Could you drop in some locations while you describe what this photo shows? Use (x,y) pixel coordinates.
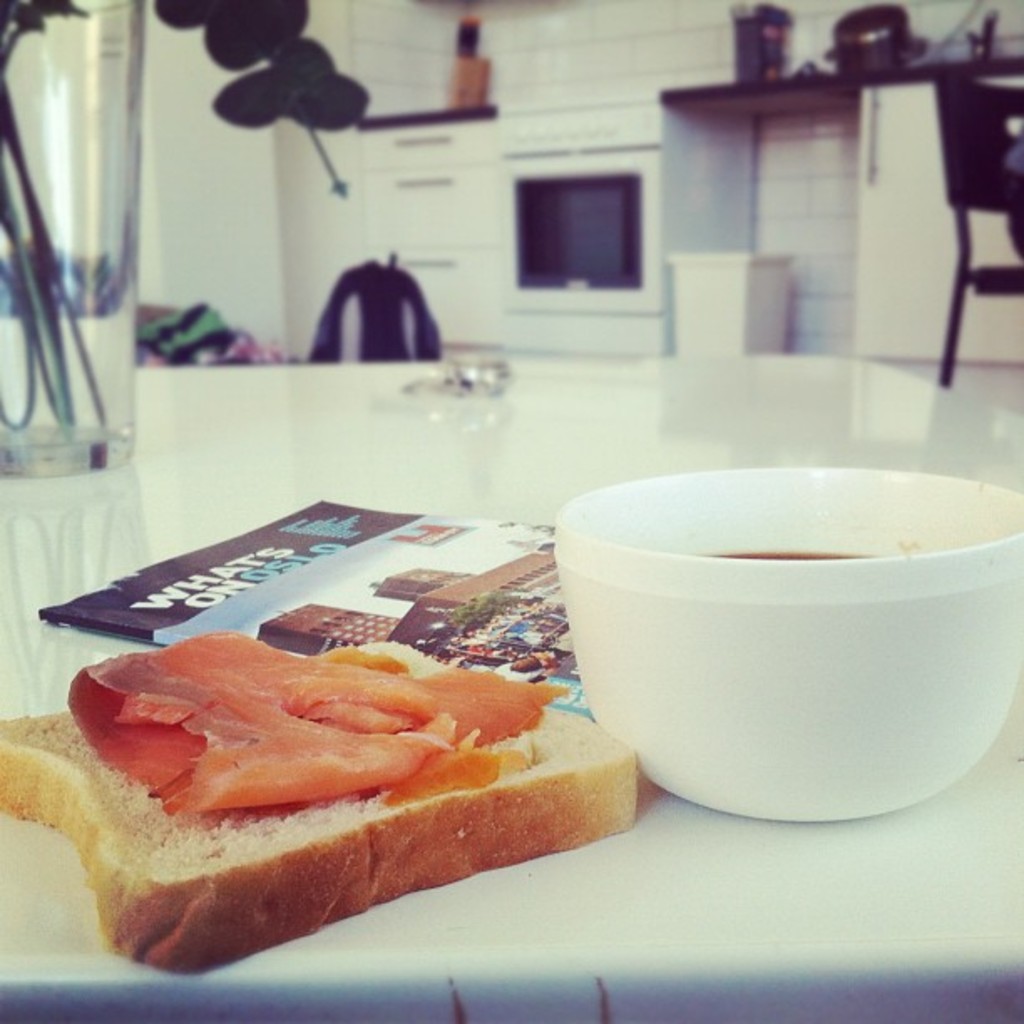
In the foreground of the picture (217,513) there is a table (538,441), on the table (873,383) there are book (256,555), bowl (804,579), bread (147,848), meat (287,658), flower vase (73,308) and other objects (455,378). On the left (333,318) there are backpack (370,310) and other objects (198,316). On the right (970,233) there is a chair (954,196). In the center of the background (739,290) there are microwave oven (619,236), dustbin (723,284), stove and some kitchen utensils (752,36).
